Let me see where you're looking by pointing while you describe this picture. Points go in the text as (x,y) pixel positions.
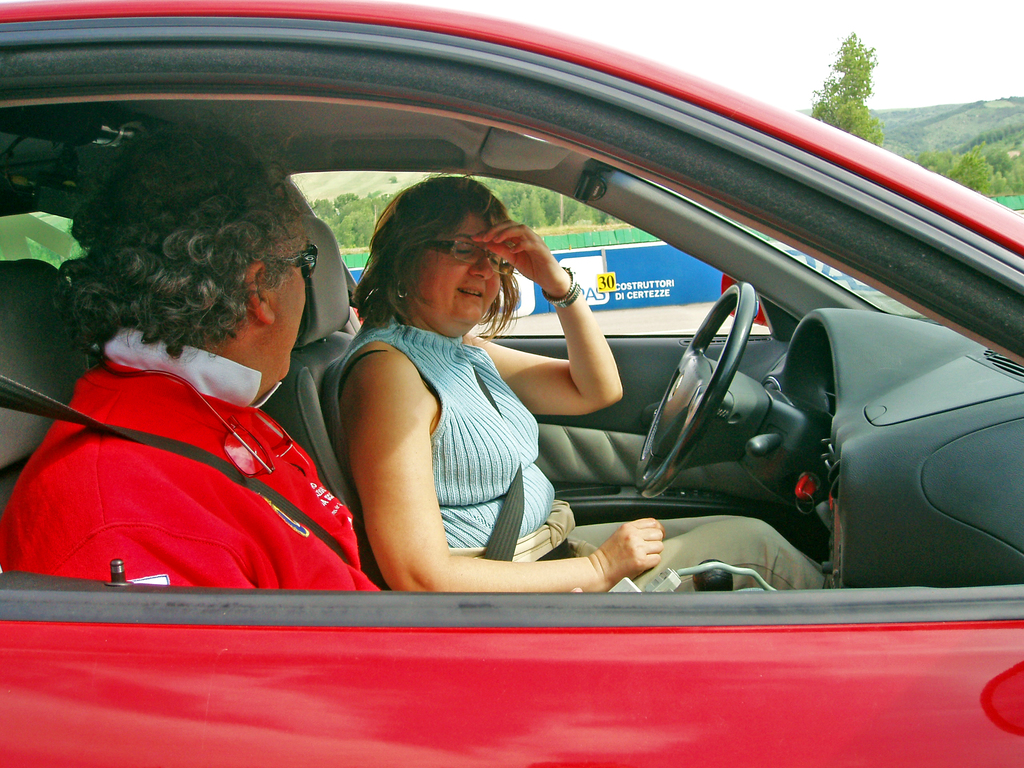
This 2 persons (227,303) are sitting inside this red car (36,169). This is a steering (668,422). Far there are number of trees (996,157).
